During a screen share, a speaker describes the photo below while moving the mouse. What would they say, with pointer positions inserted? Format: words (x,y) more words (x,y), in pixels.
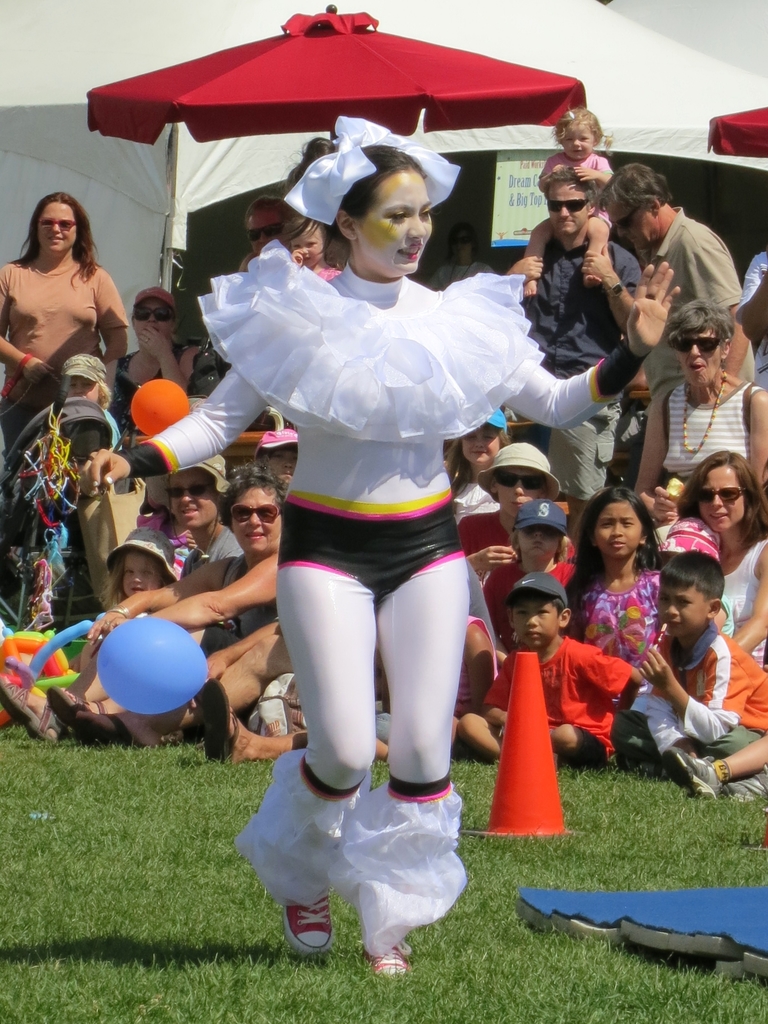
In this image there is a woman (432,770) dancing. She is wearing a costume (333,386). There is grass (574,832) on the ground (485,822). Behind her there is a cone barrier (518,758) on the ground (526,870). There are people (558,702) sitting on the ground (165,860). Some of them are holding balloons (172,381) in their hands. In the background (165,187) there are table umbrellas (553,82) and a tent (197,175).
